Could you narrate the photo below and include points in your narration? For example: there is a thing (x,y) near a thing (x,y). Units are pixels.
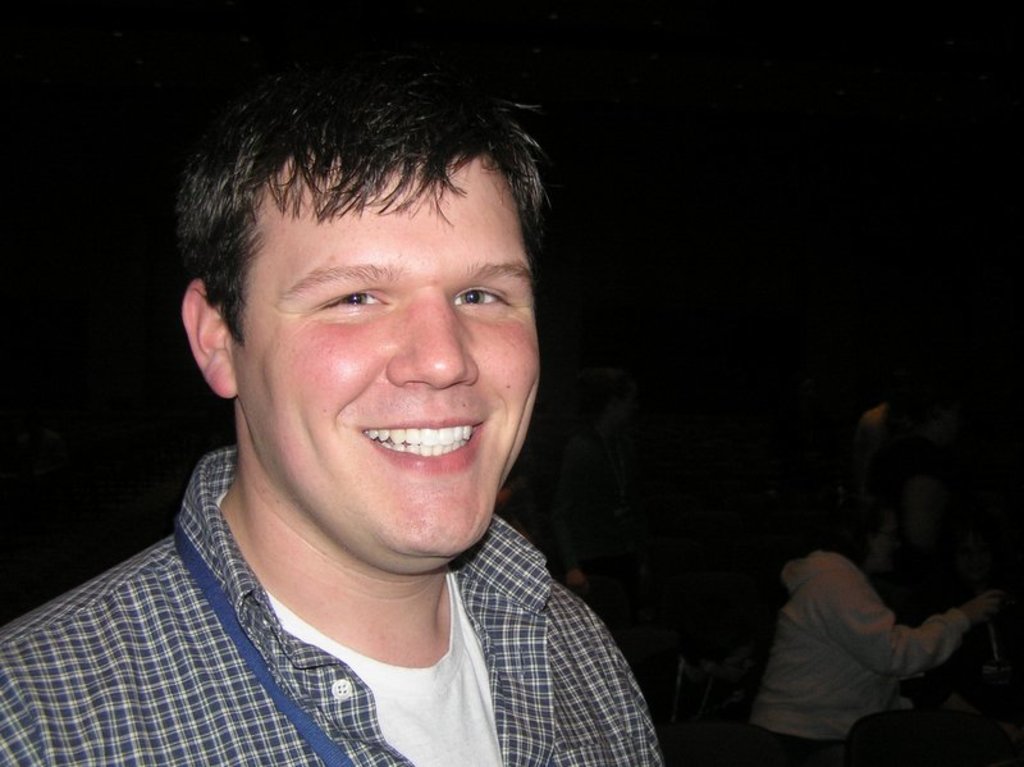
In the image at the left side (296,615) there is a man (282,455) with black checks shirt (172,550) and white t-shirt (481,689) is smiling. At the right bottom of the image (865,573) there are few people (892,579). And there is a black background (688,103).
